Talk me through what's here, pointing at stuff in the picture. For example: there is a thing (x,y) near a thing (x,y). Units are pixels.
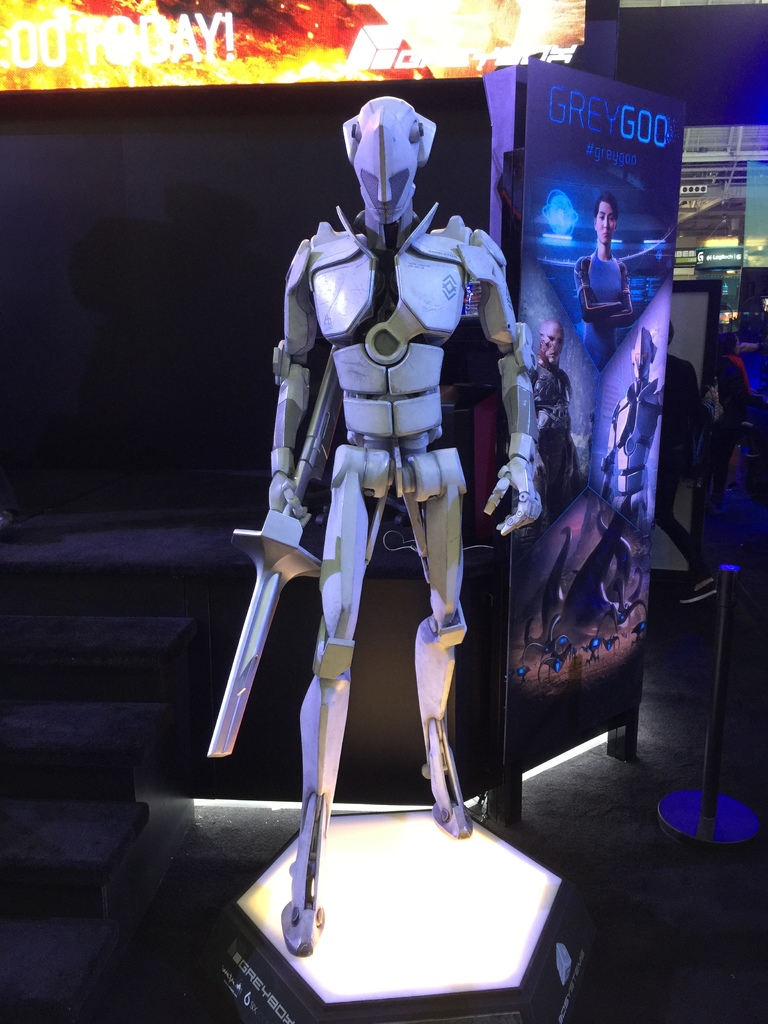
In this picture there robot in the center of the image (386,377) and there is another poster (206,25) at the top side of the image (358,20).
